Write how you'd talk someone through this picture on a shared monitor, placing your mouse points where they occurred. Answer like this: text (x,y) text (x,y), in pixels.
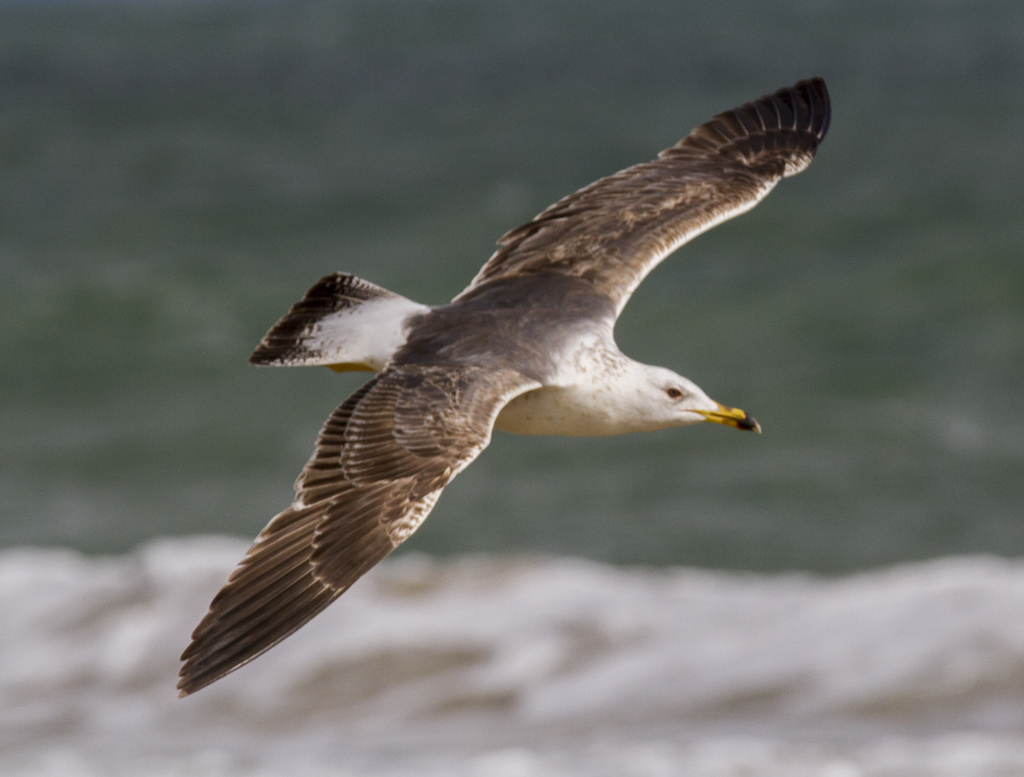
There is a bird (559,290) in black and white color combination flying in the air. And the background (843,363) is blurred.
